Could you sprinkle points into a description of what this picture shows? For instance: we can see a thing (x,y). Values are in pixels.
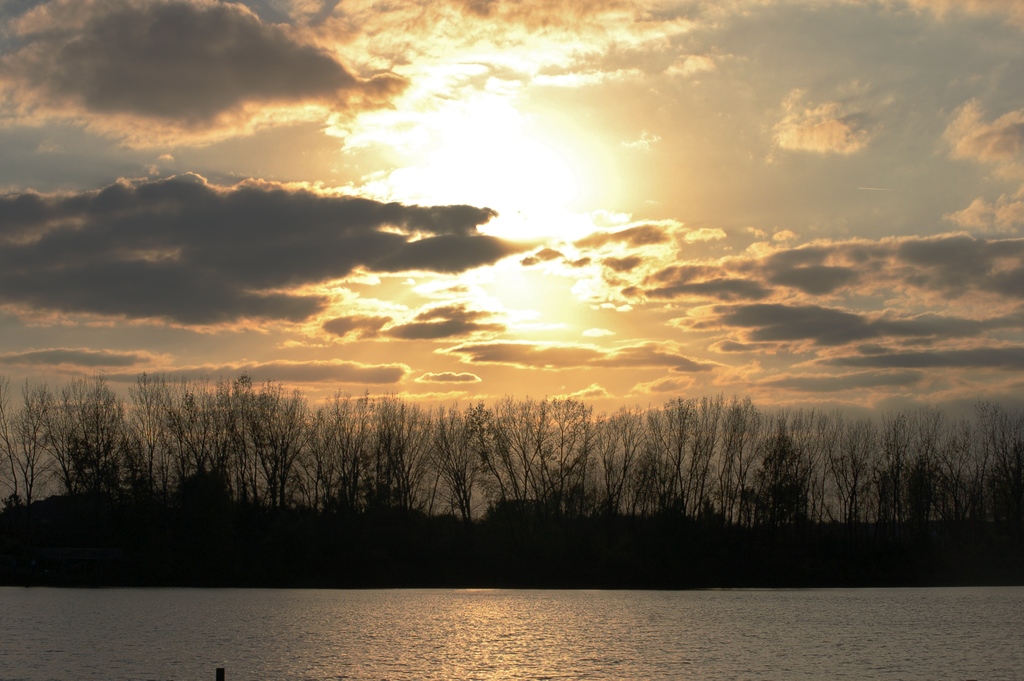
In this image in the front (503,608) there is water (526,643). In the background (515,483) there are trees (488,457) and the sky (502,246) is cloudy.
